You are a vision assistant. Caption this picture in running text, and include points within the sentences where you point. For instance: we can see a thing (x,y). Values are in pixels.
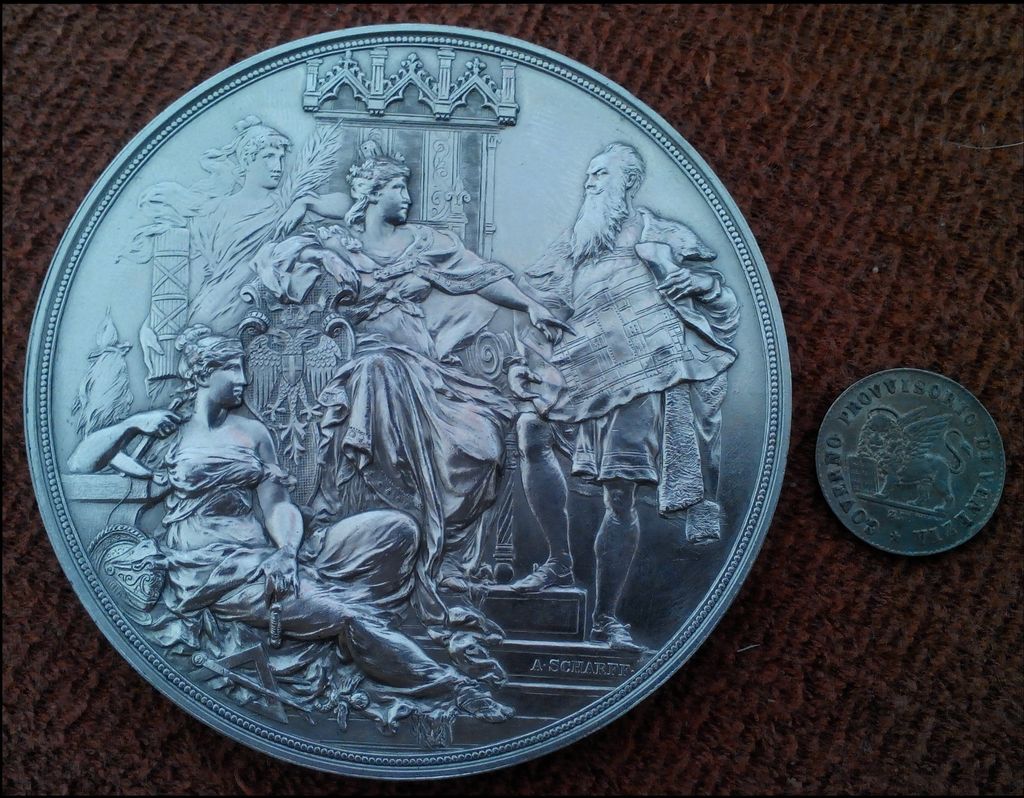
In this image there is a big coin (386,322) on the left side (336,303) and a small coin (910,454) on the right side (910,443). On the coin (357,272) there is an engraving (498,344) of sculptures (434,491).
